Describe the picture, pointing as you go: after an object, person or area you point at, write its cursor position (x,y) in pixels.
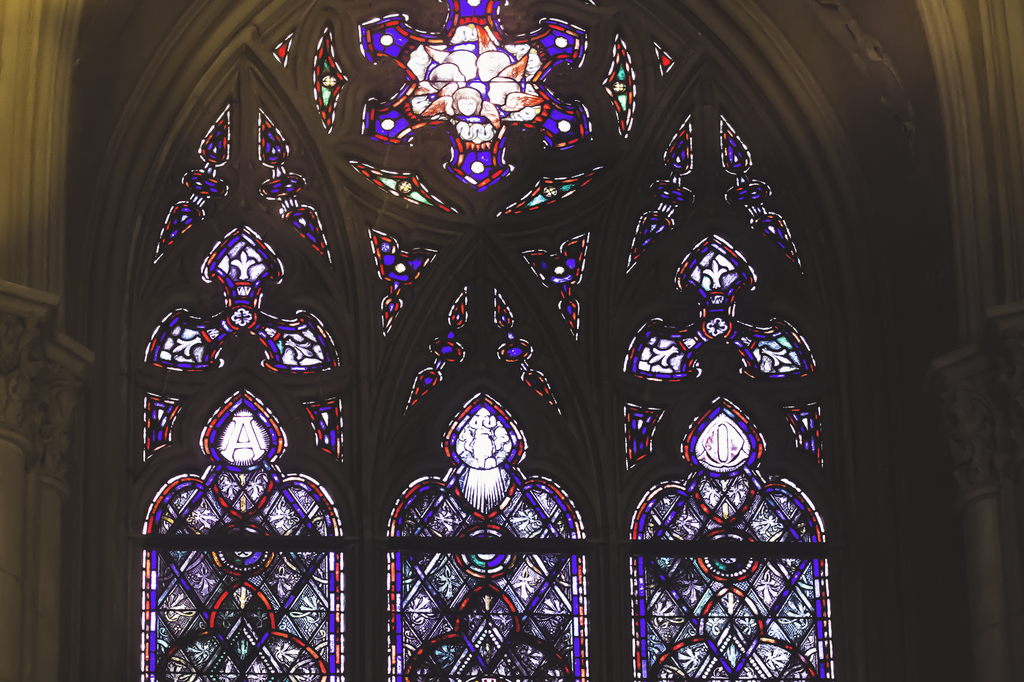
In this image I can see a glass windows (451,496) and paintings (421,529) on it.
